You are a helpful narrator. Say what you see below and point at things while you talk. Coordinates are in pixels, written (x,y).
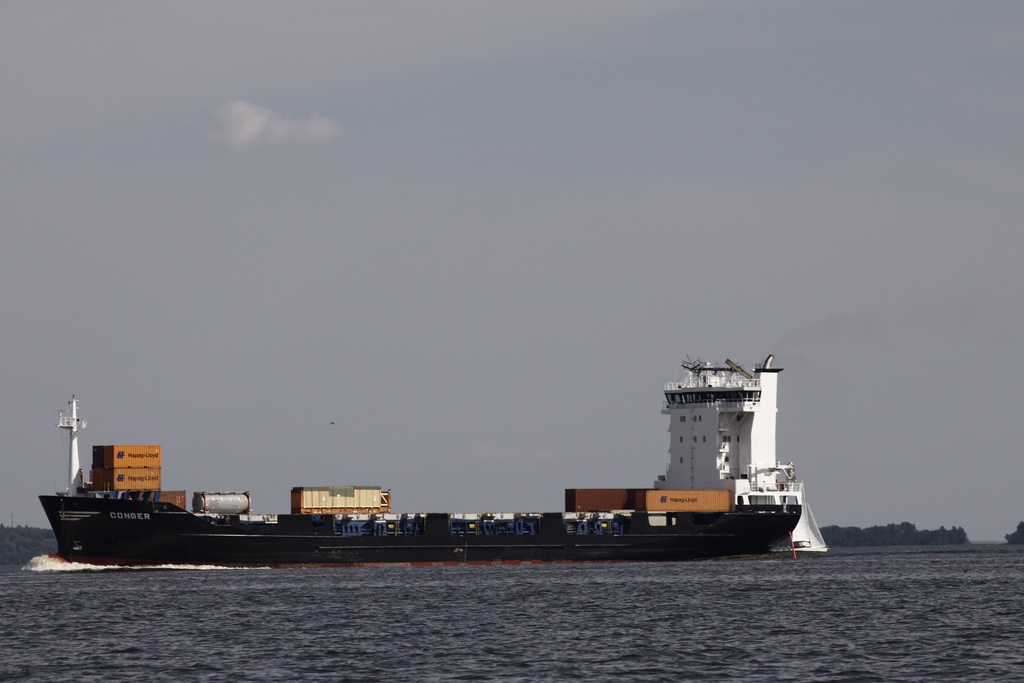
In this picture there is a big ship (165,510) on the left side of the image (126,532) on the water (856,660) and there is water (719,654) at the bottom side of the image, there are trees (930,543) on the right side of the image (826,540) and there are containers (176,496) in the ship (688,540).
